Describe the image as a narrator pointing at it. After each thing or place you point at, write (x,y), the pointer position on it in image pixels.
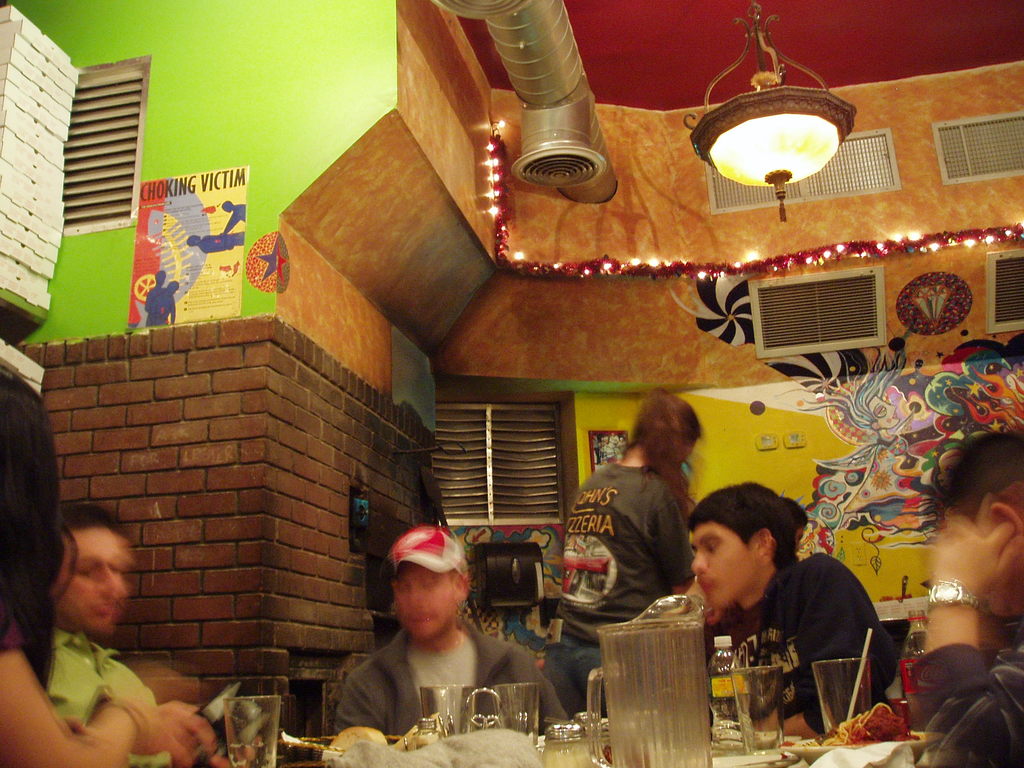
This picture shows few people (737,512) seated and a woman (604,521) standing and we see painting (931,420) on the wall (490,285) and lights (961,243) and we see man (421,568) wore a cap (433,568) on his head (440,581) and we see glasses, bottle (720,724) and jug (689,650) and some food (903,722) in the plates (805,750) on the table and we see boxes (14,139) on the shelf (30,317) and a poster (203,306) on the wall (127,299).
